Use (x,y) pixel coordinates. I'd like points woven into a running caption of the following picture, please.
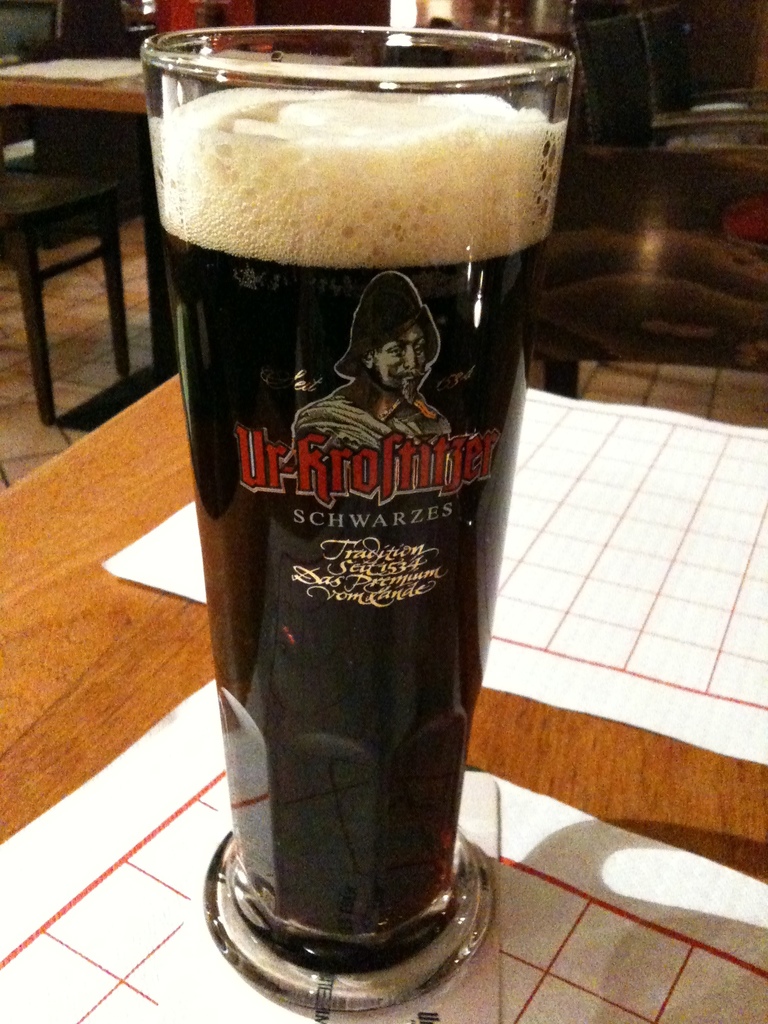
In this picture we can see a glass (471,447) on the table (680,822). And this is the floor (31,439).
